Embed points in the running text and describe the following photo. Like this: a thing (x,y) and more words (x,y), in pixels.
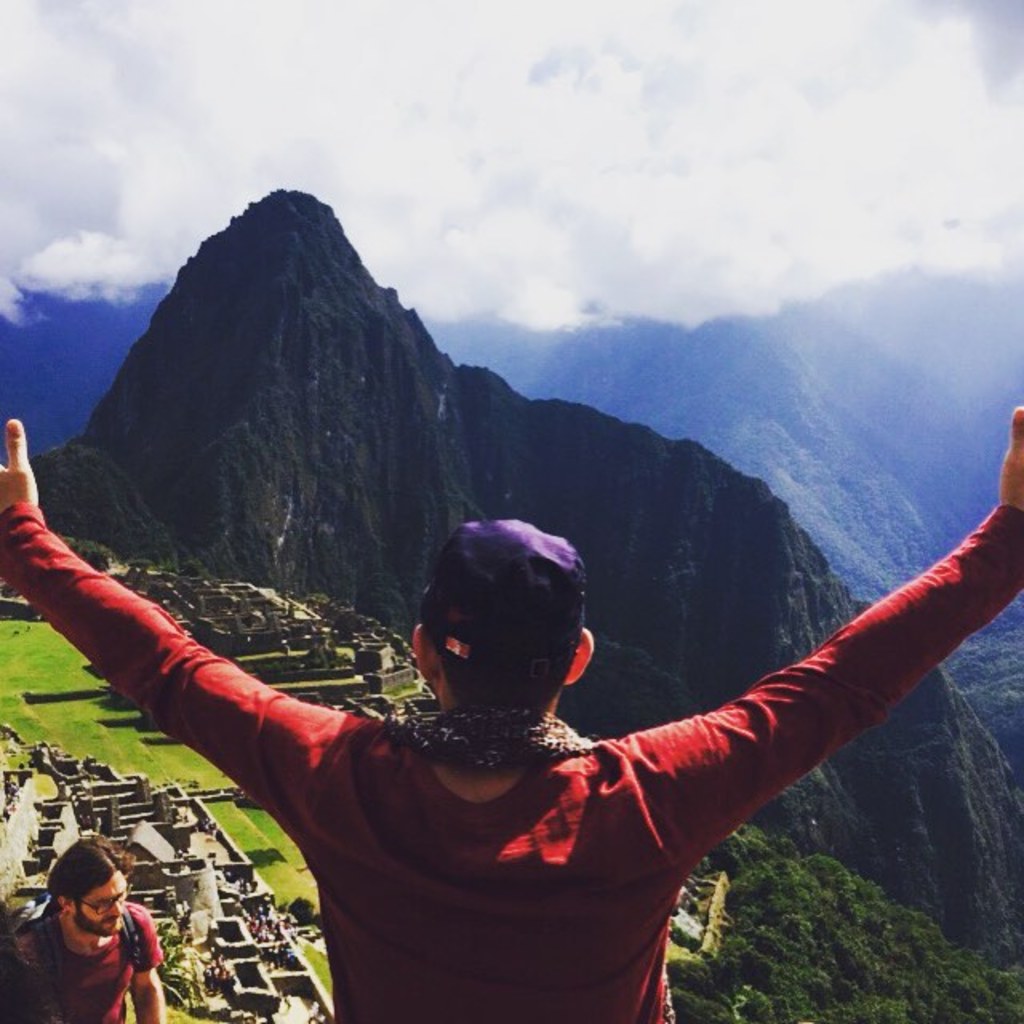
In the picture it looks like some hill station (70,761), there are two people (343,780) and around them there is some architecture (280,608) and in the background (246,378) there are mountains (686,494) and on the right side (778,917) there are a lot of trees (817,947).
